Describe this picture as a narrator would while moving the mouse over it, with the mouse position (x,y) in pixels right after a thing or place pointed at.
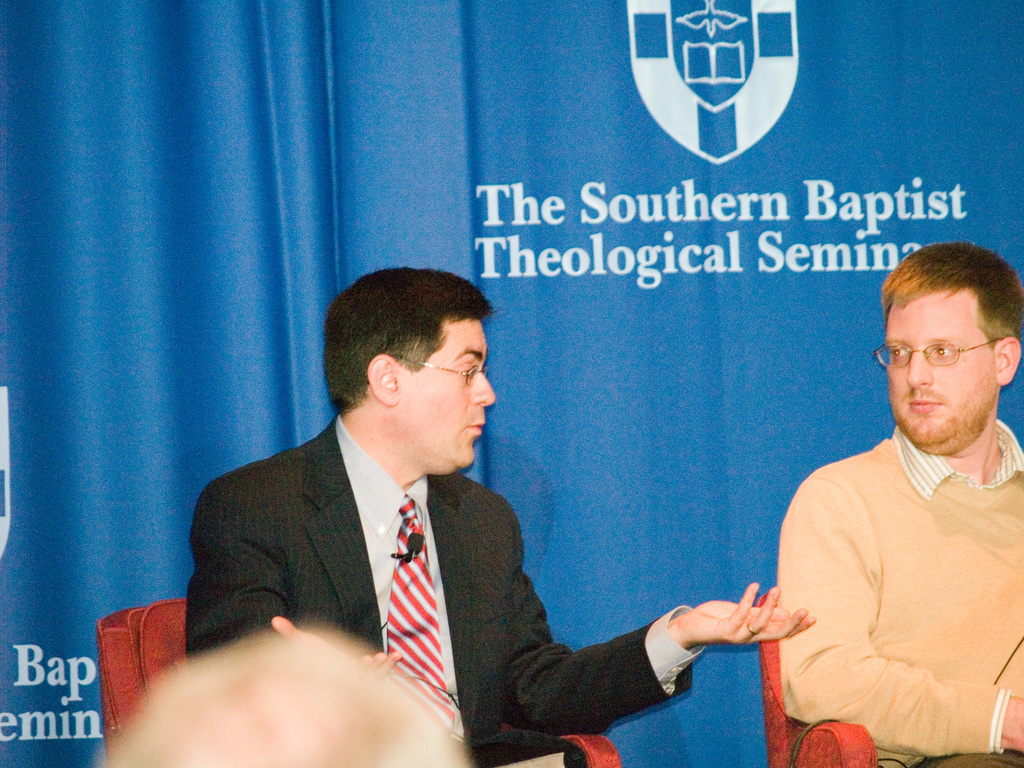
In this image we can see two persons (369,465) are sitting on the chairs (859,742) and they wore spectacles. In the background (537,436) we can see a cloth (629,381) and there is something written on it.
